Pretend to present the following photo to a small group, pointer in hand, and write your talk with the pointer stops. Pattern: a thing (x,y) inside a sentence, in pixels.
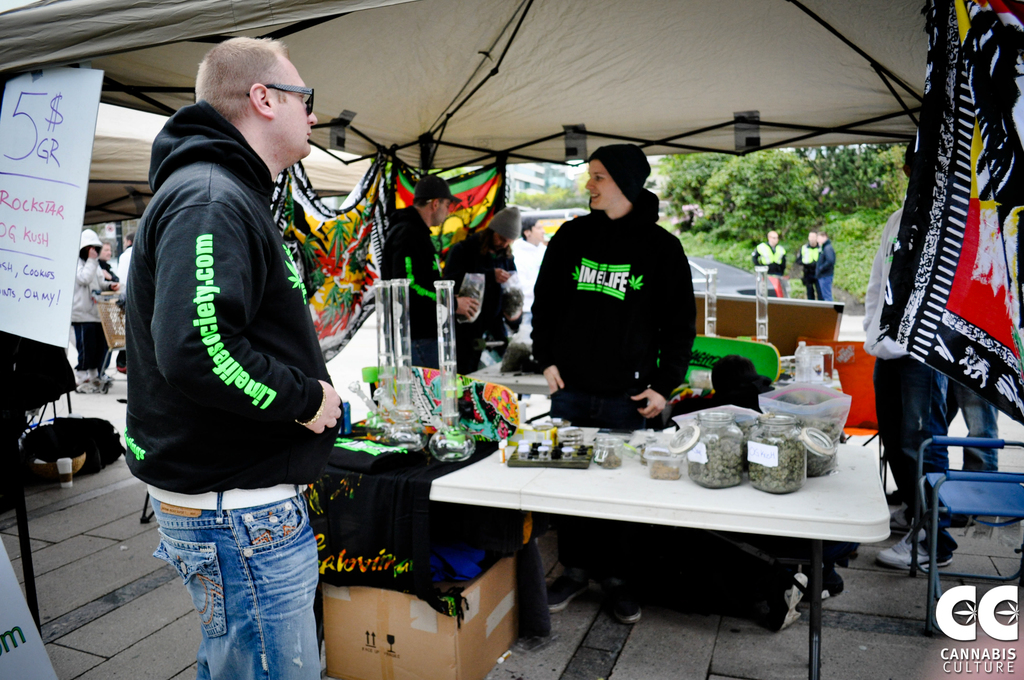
In this image I can see few people (582,311) are standing under the tent (665,54). Here I can see a table (698,507) on which few objects (404,403) are placed. On the right side (960,214) there is a multi-color cloth (973,155). On the left side (65,188) there is a board (38,202). In the background (722,199) I can see the trees (748,199).
